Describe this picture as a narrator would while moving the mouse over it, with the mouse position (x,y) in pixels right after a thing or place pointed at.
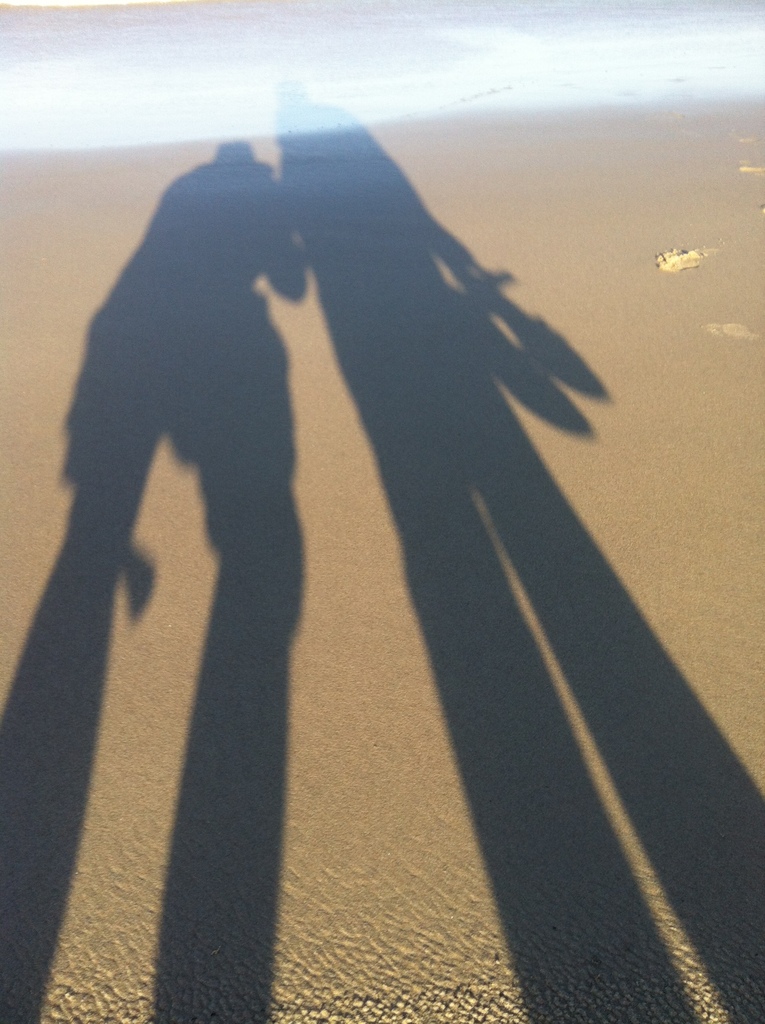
In this picture we can see shadows (201,410) of people (495,725) and we can see sand (639,389) and water (491,18).
